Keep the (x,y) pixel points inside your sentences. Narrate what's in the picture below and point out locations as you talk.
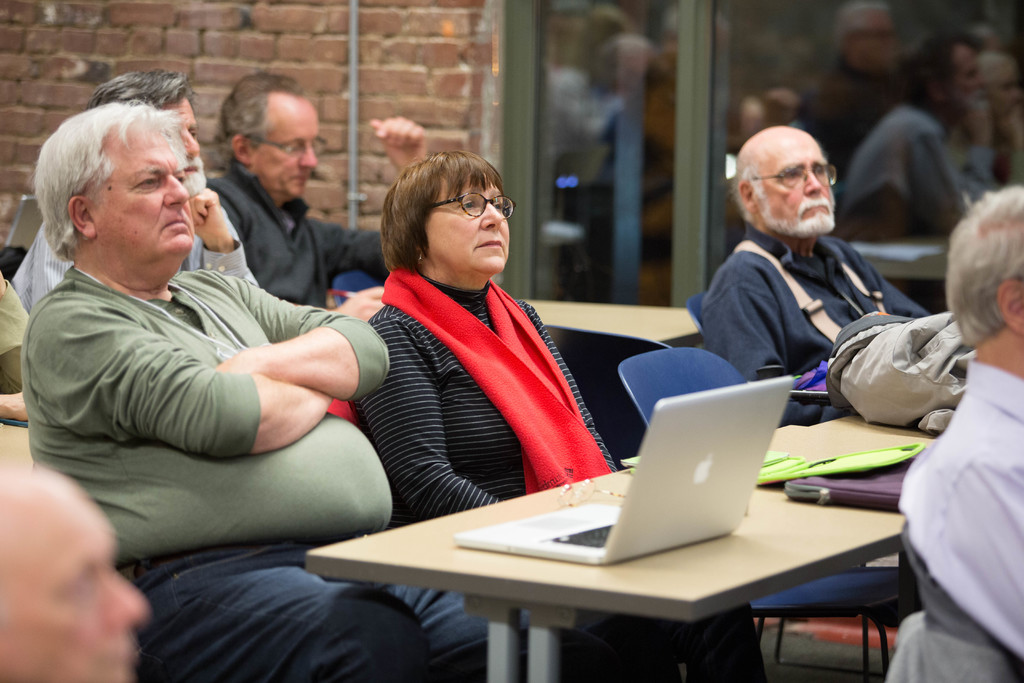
In this image there are many persons (440,487) sitting on the chairs (615,457). In the middle (648,444) there is a table (801,519) on that table (843,420) there is a laptop (678,490) and jacket (903,370). In the right (985,332) there is a person (943,457) he wear white shirt (980,500). In the middle (470,330) there is a woman (468,394) she wear t shirt (435,404), scarf (519,392) trouser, her hair (408,230) is short. In the background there is a glass door (641,96), wall (389,88), pipe (352,98).
